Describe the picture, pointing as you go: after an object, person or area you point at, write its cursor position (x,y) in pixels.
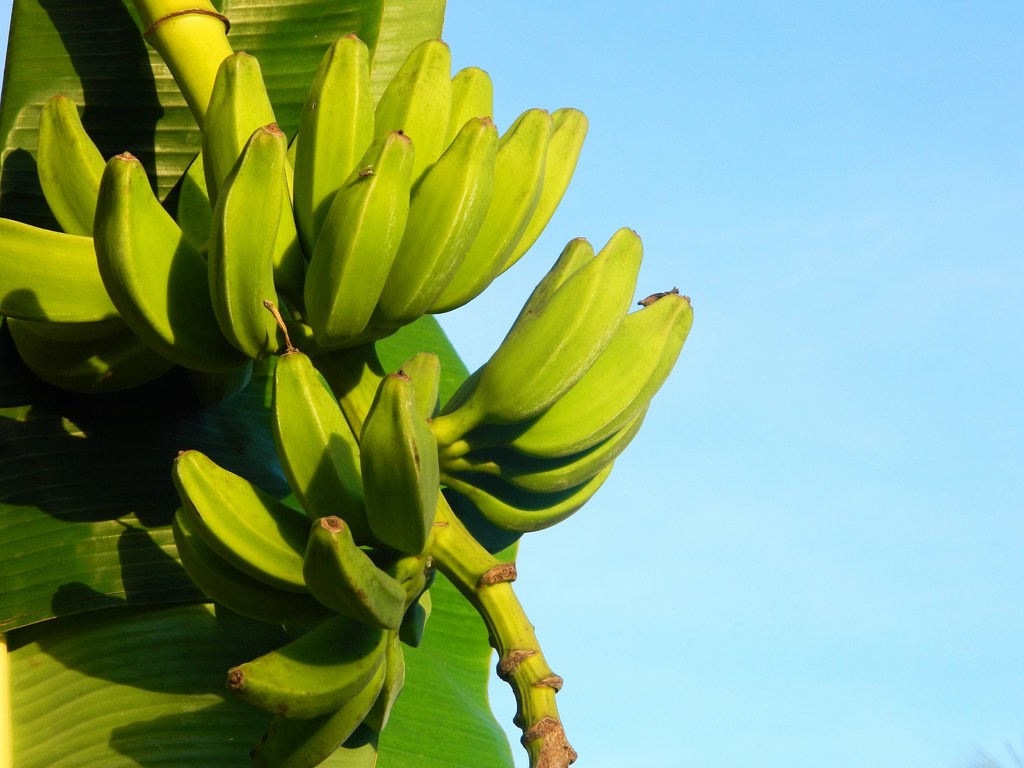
In this picture there is banana tree (458,374) in the image.
